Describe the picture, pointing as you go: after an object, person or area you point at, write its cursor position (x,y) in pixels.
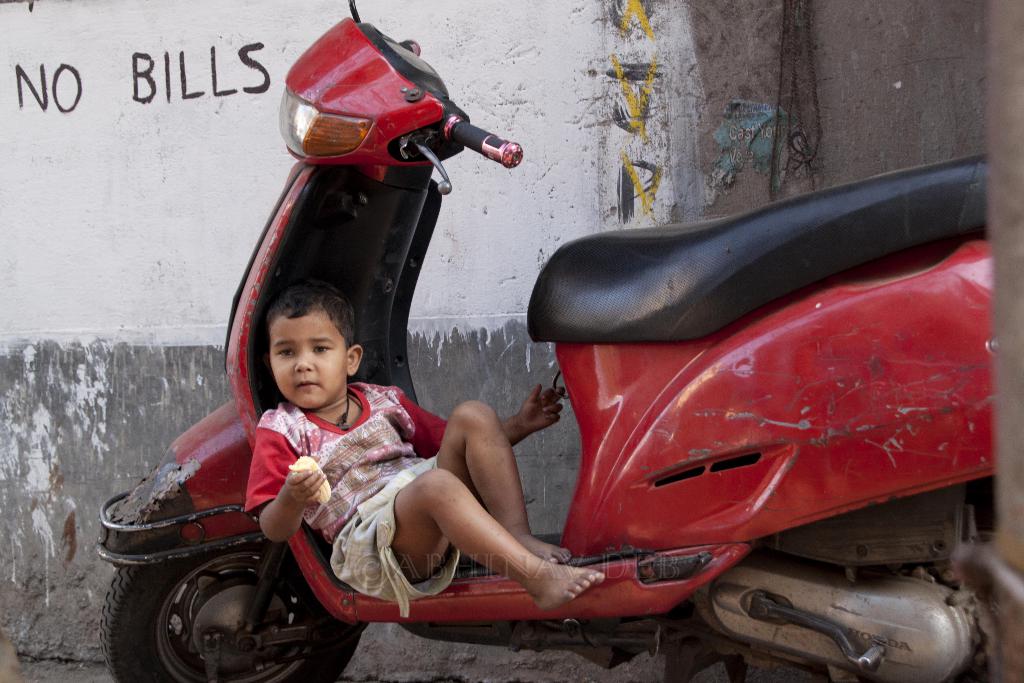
There is a scooter (576,398). On that a boy (360,463) is sitting and holding something in the hand (315,481). And there is a wall (201,74) with something written on that.
